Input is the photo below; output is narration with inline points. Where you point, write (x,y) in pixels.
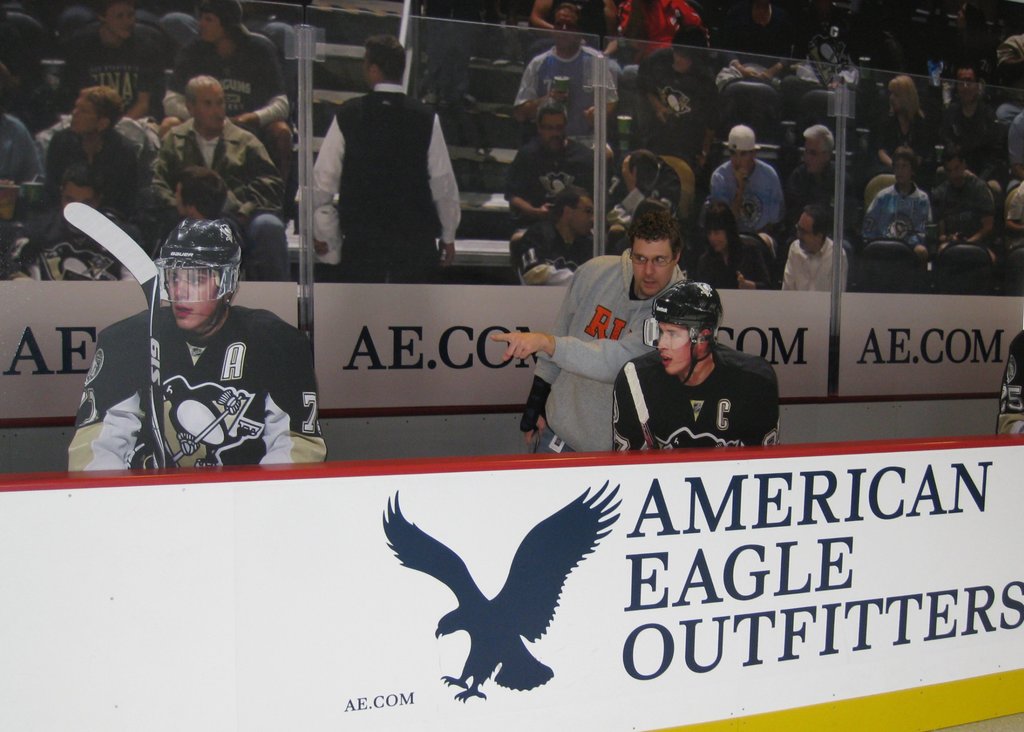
In this image we can see posters (746,380) of persons (707,378). Beside the poster (685,361) we can see a person (578,305) standing. Behind the person (614,361) we can see a glass barrier (438,243) and on the barrier (429,329) we can see some text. Behind the barrier (850,102) we can see a group of persons (388,206). At the bottom (538,566) we can see a board (451,565) with text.
